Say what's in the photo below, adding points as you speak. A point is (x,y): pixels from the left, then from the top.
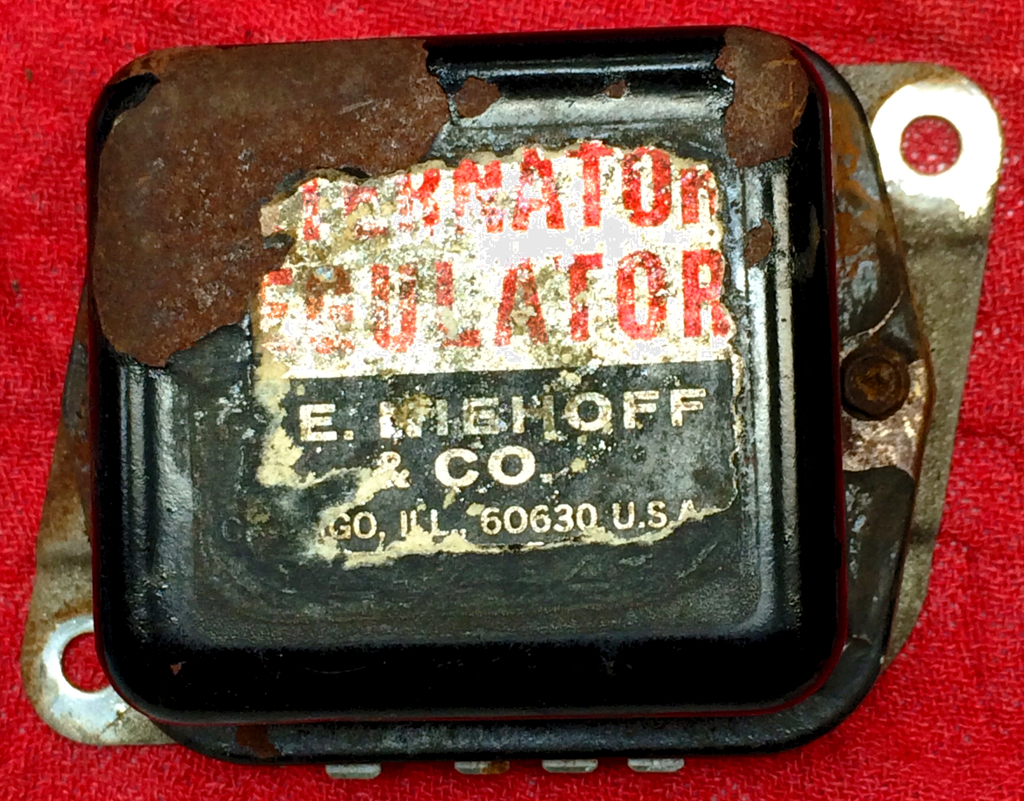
This picture shows a metal regulator (295,538) and we see a red color cloth (946,595).
